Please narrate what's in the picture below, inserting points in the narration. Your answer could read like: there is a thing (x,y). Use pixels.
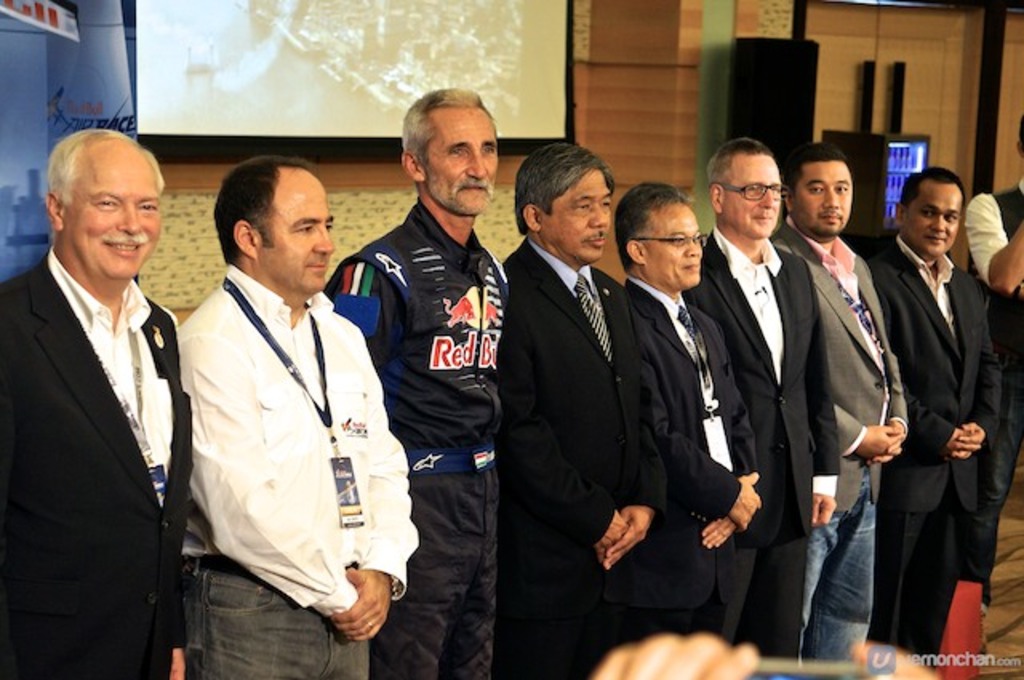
In this image I can see group of people (510,441) standing. In front (308,534) the person (258,460) is wearing white and gray color dress (256,592), background (304,54) I can see the projection screen (466,56) and I can also see few wooden objects (887,107) and the wall (720,48) is in cream color.
